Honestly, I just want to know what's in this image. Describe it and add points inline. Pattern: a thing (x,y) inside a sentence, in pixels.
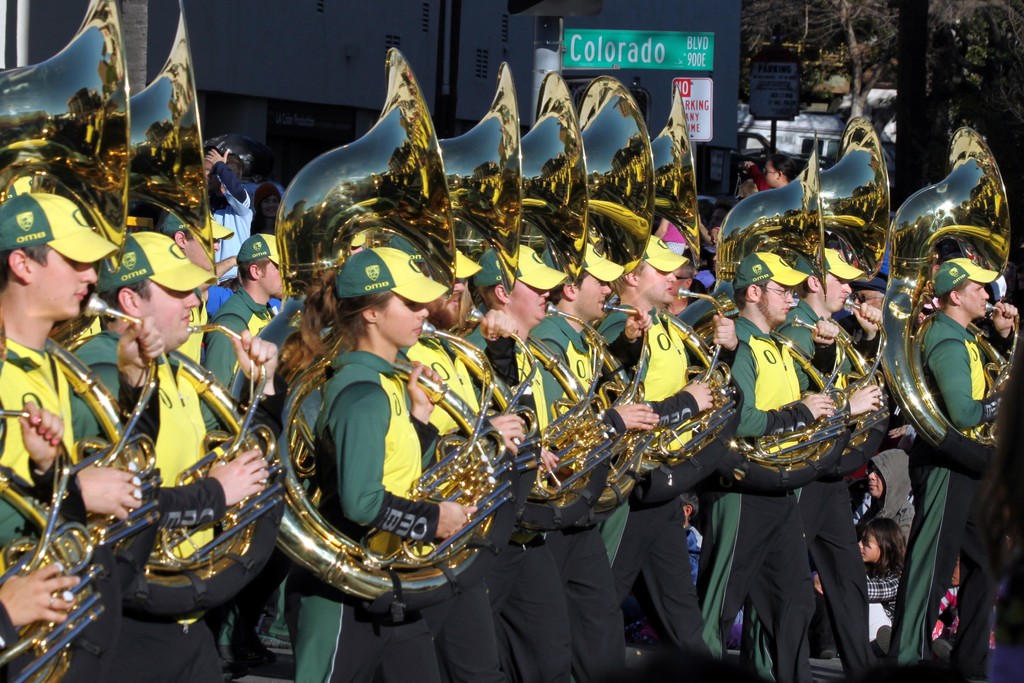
In this picture I can see a group of people (584,350) are standing and playing musical instrument (426,391). These people (545,307) are wearing caps (771,270). In the background (905,69) I can see trees (919,102) and boards (696,96).
